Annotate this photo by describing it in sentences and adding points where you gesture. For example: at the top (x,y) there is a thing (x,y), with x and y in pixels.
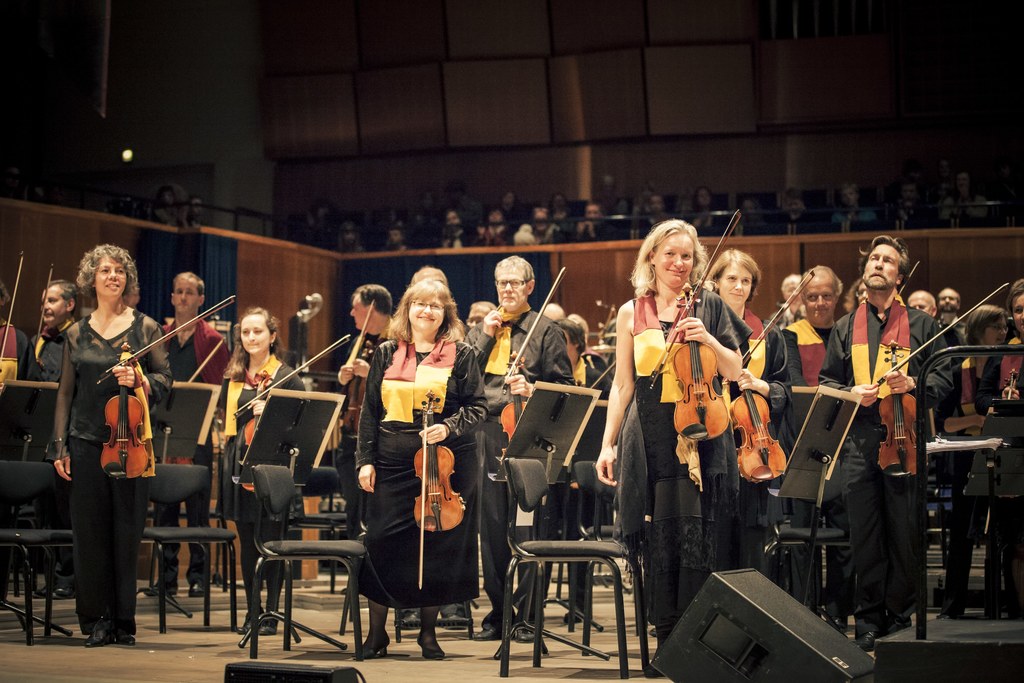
This picture describes about group of people (547,358), few people (347,503) holding violins (134,423) in their hands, in front of them we can see stands (806,415) and chairs (284,557).
